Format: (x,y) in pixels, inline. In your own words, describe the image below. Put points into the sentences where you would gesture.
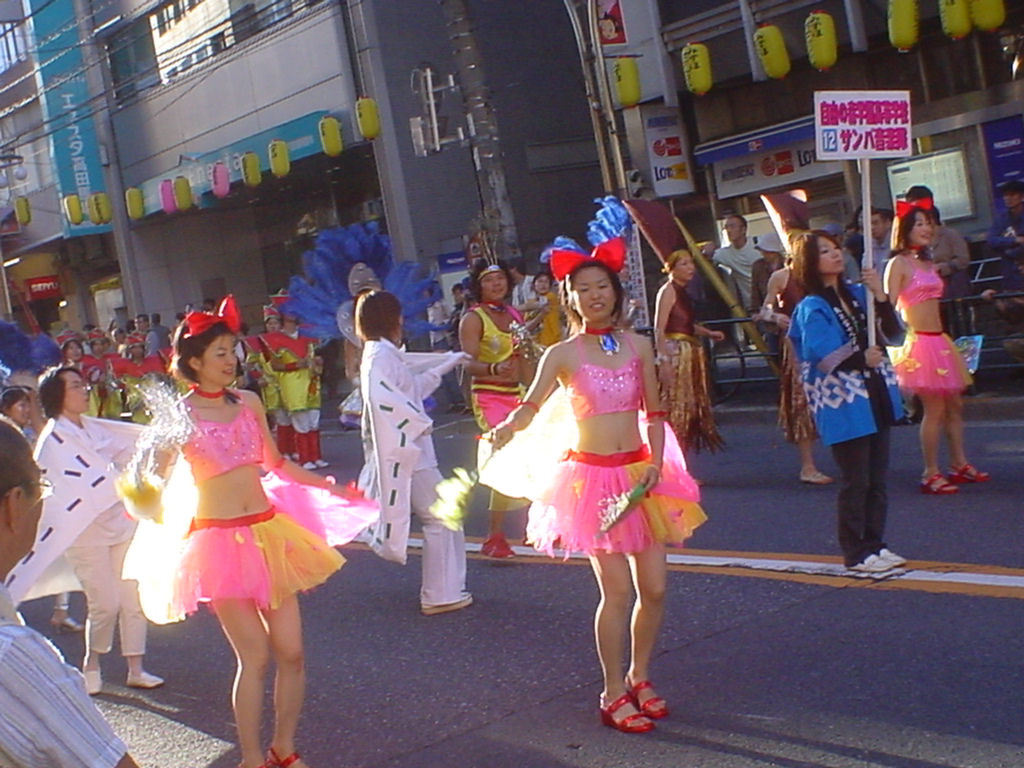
In this image, I can see groups of people (228,405) dancing. They wore fancy dresses (587,373). This woman (804,337) is holding a placard (869,197) in her hands (863,353). These are the buildings (663,96) with the name boards (805,165). I can see the poles (479,130). This is the road (757,679). On the left corner of the image (40,668), I can see a person (26,624) standing. I think these are the lamps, which are hanging.
